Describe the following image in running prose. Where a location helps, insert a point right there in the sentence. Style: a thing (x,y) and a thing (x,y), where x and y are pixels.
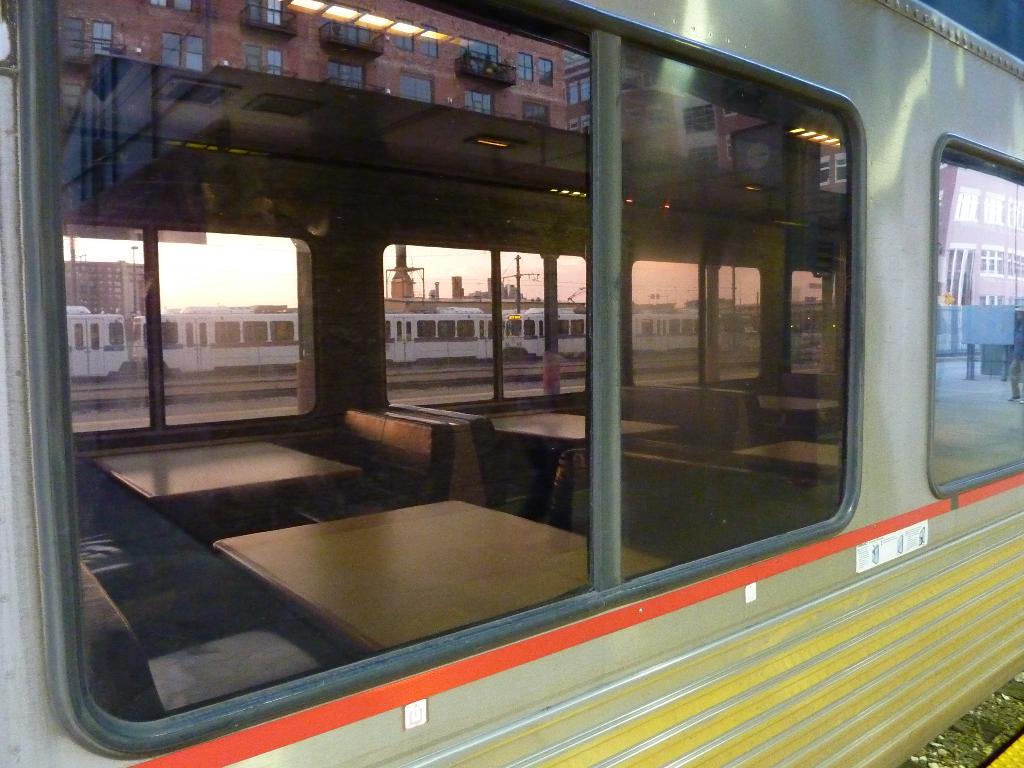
This is the picture of a train (687,698) which is in silver color, there are some windows (329,529) which are in black color, in the mirror (343,352) there is a brown color wall (215,46).
